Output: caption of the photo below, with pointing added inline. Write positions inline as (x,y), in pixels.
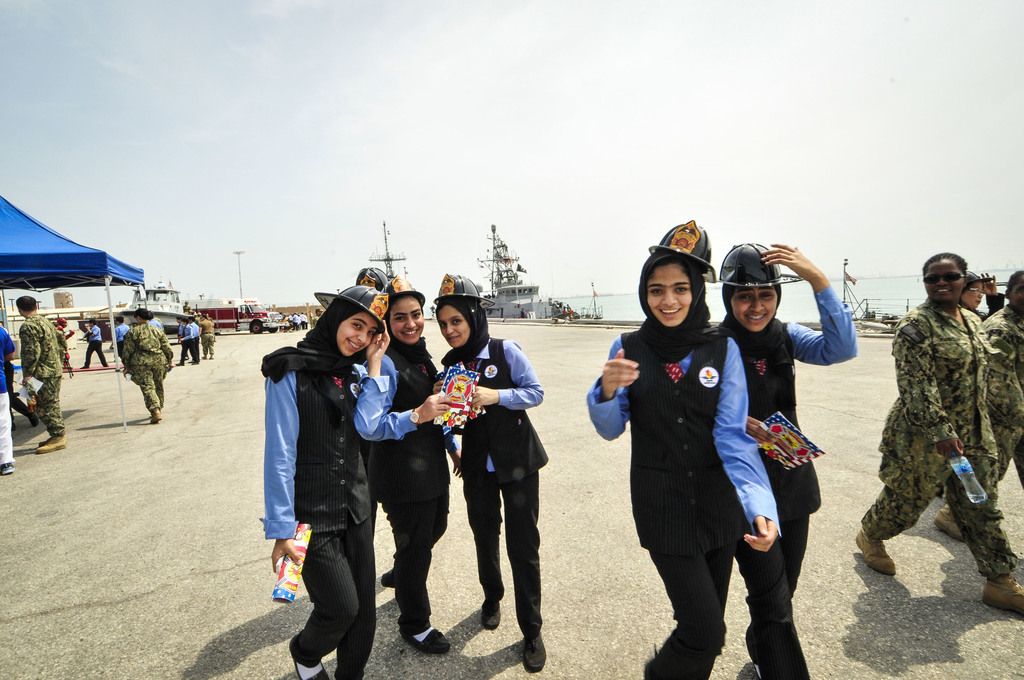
In this image we can see persons (909,374) walking on the floor (247,384), motor vehicles (274,319) on the floor (231,345), parasols (78,269), poles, ships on the water (609,295) and sky (255,158).
